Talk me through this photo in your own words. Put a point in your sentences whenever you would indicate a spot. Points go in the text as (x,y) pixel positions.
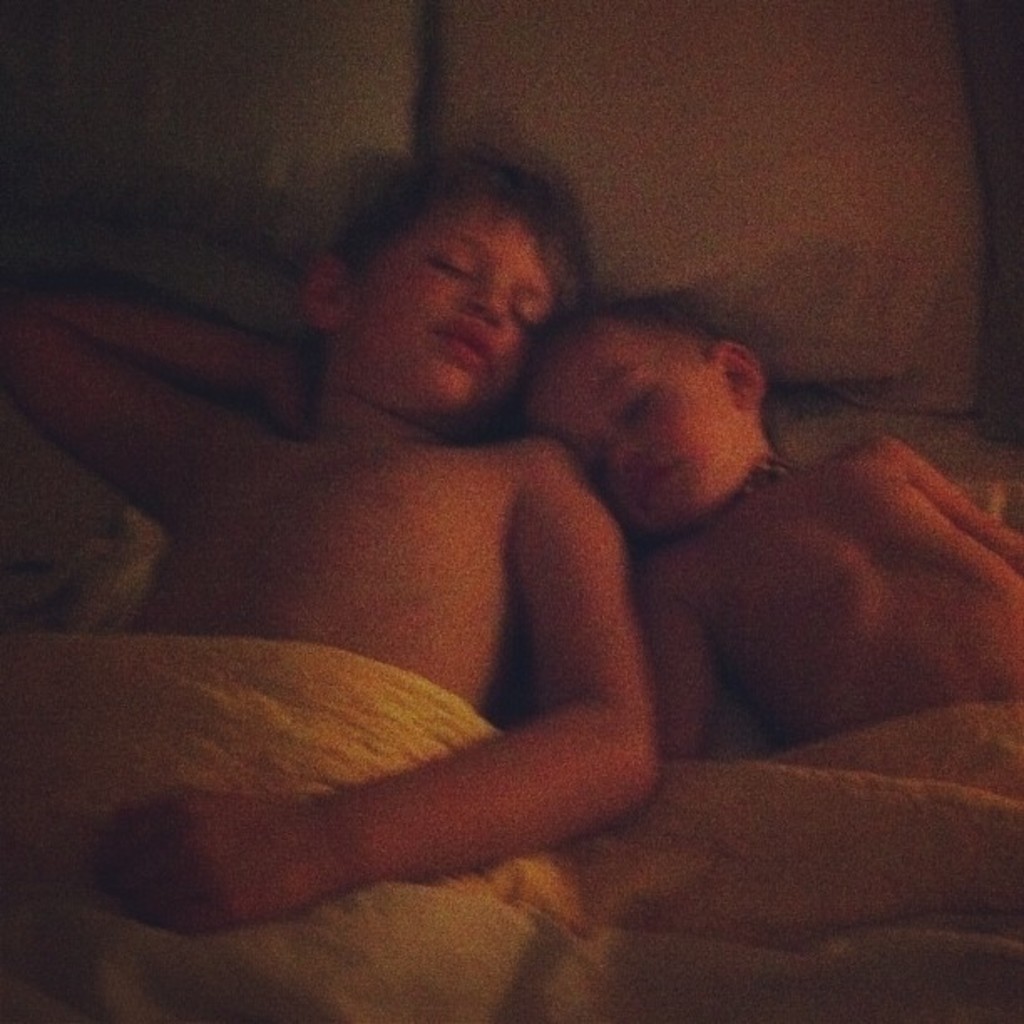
In this image there are two kids (635,445) sleeping on the bed (20,889). On top of them there is a blanket (39,895). There are pillows (750,135).
